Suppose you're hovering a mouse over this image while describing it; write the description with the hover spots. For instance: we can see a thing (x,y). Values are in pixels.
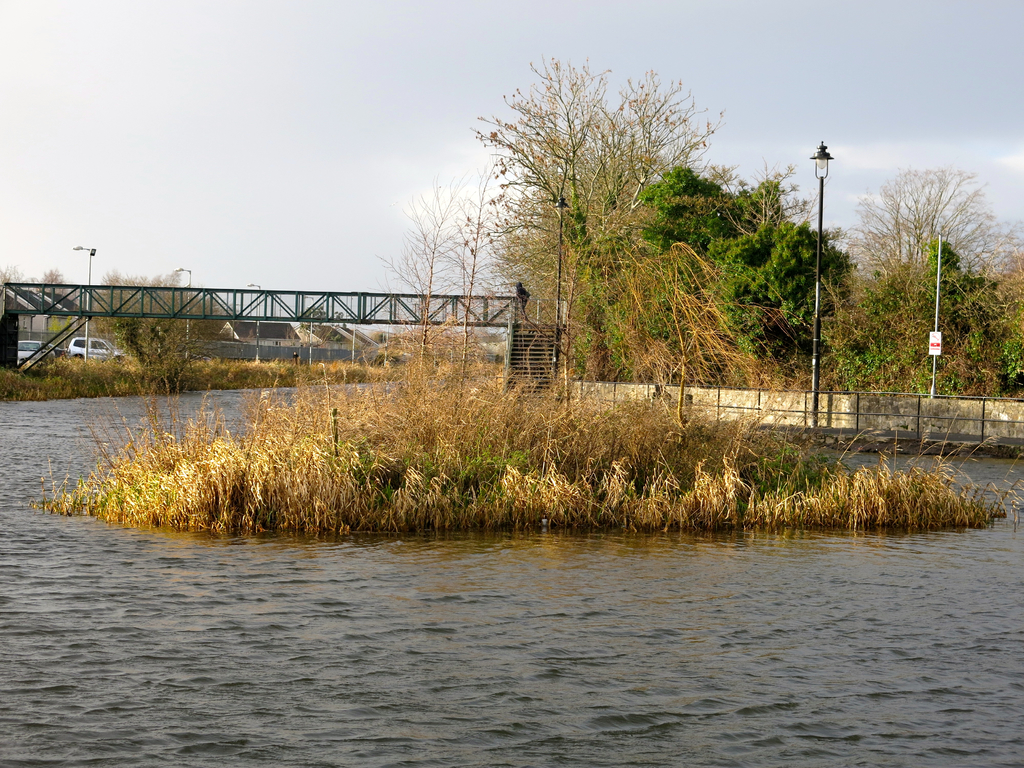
In this image I can see the water (426,622) and grass (570,477). In the background (802,253) I can see the trees (756,285) and the poles (818,305). On the top of the image (481,79) I can see the sky (329,65). On the left side (117,295) there is a bridge (49,351). At the back of it there are two cars (76,350).
